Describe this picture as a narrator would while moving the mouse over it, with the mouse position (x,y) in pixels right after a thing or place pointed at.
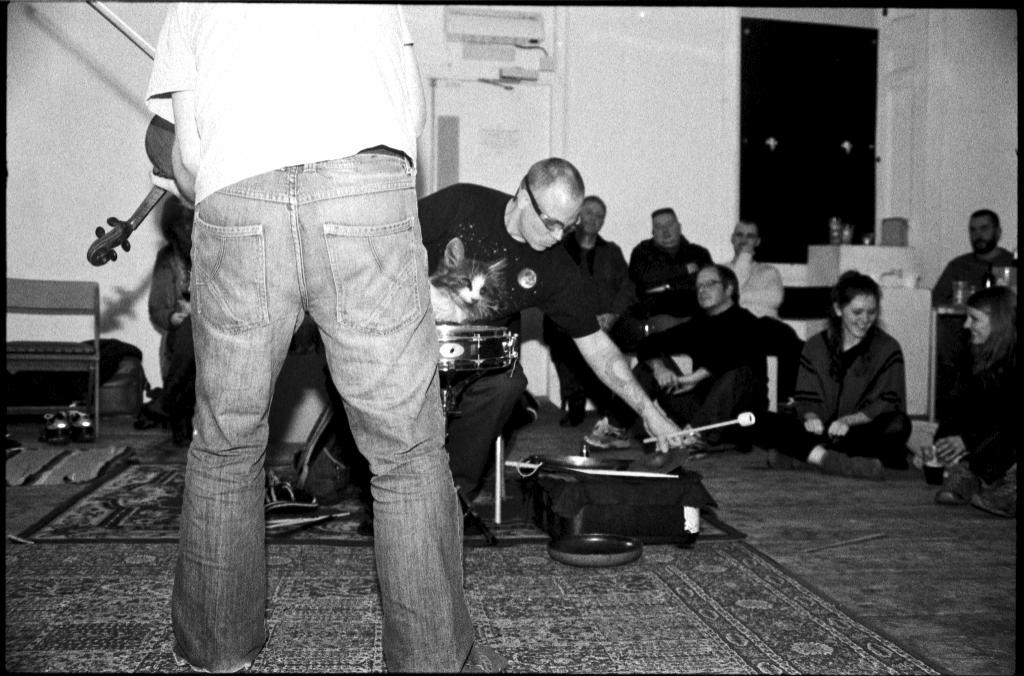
In this picture there is a man (226,34) standing, there is another man (618,380) holding a drum set stick (655,439), there is a cat (462,296) here. Some of the people (774,289) are sitting on the floor (750,503).
